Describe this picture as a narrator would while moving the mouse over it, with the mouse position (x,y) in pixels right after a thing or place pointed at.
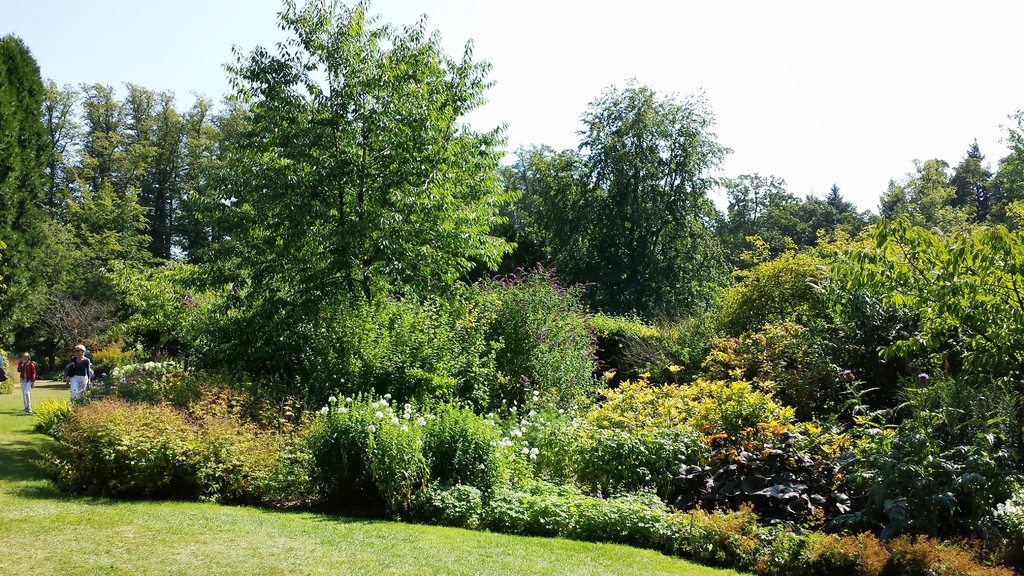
In this picture we can see grass (15,389), there are some persons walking and in the background of the picture (454,250) there are some trees (682,272) and top of the picture (141,49) there is clear sky (94,36).
